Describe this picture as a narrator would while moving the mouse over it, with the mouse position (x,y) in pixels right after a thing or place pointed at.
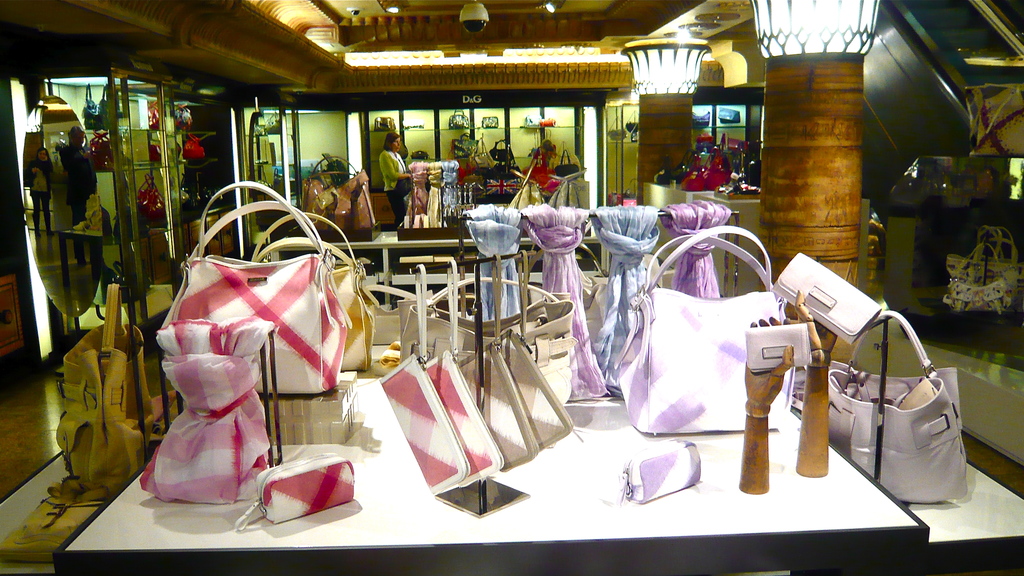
It is a bag store (284,257). There are some bags (360,309), wallets (797,292) and scarves (547,228) placed. In the mirror reflection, we can see a woman (392,164) at a distance.
